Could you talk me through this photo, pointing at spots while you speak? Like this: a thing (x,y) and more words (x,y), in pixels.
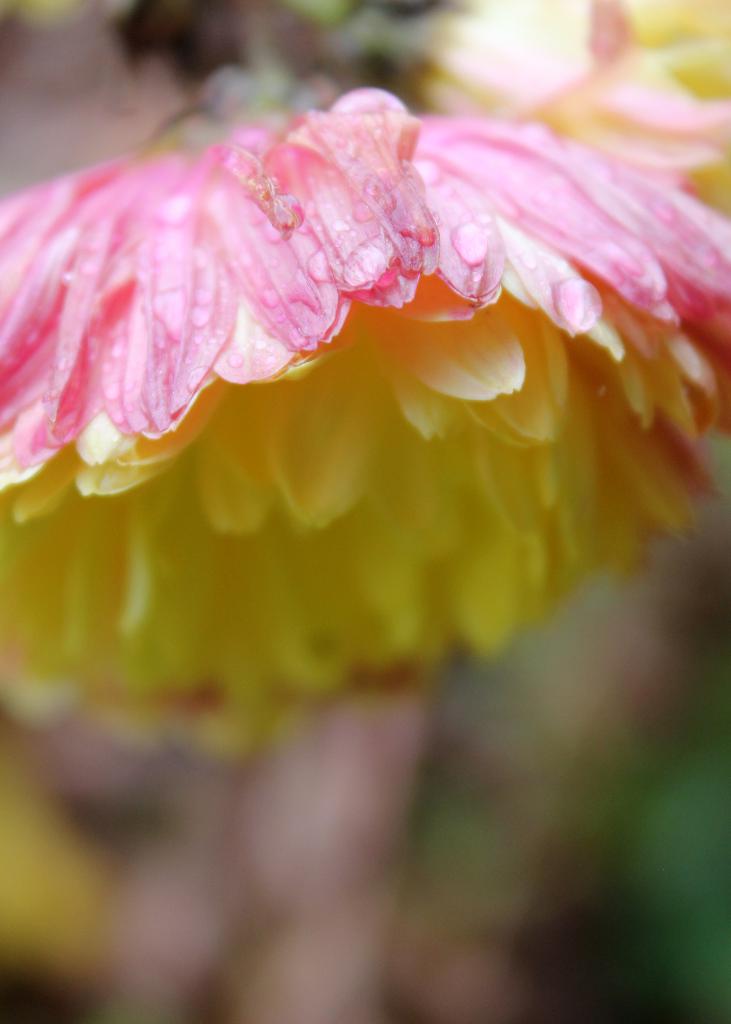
In the center of the image (419,402) we can see one flower (465,396), which is in pink and yellow color.
